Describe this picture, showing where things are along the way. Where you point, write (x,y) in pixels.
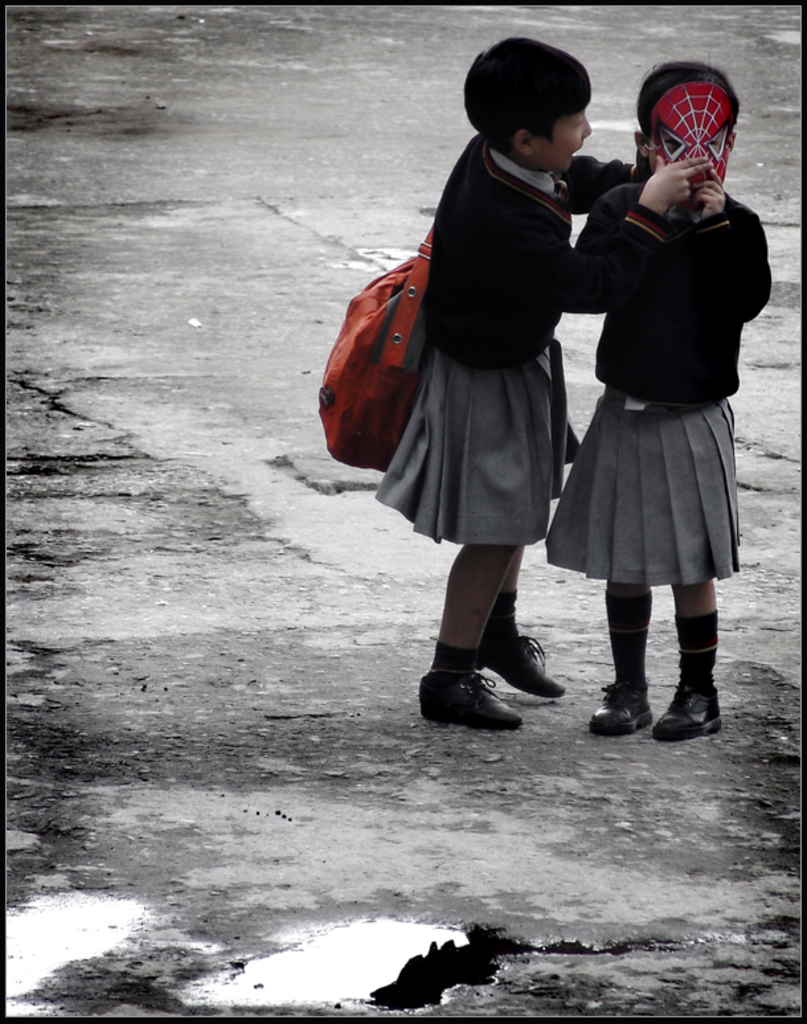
In this image we can see two children (535,345). One child (645,549) is wearing a face mask (697,152), another child (552,194) is carrying a bag (408,313).
